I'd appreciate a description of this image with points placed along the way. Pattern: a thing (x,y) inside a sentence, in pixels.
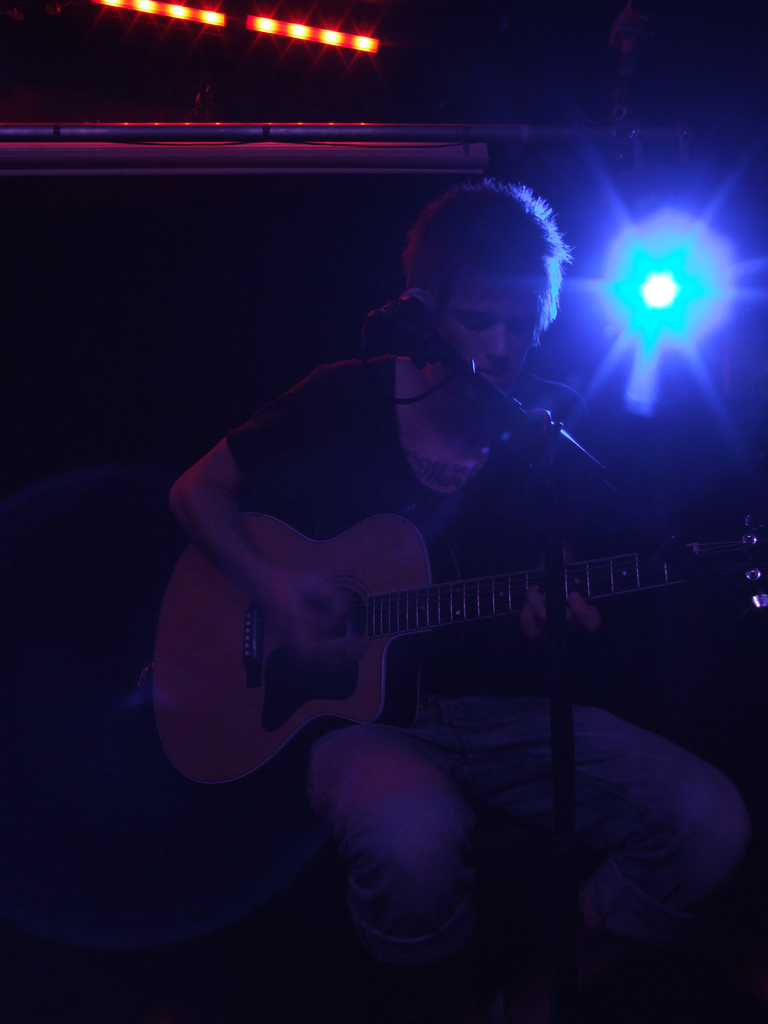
In this image, In the middle (341,388) there is a person (521,729) sitting and he is holding a music instrument (350,616) which is in yellow, There is a microphone (559,621) which is in black color, In the background (650,336) there is a light (646,375) which is in blue and green color.
